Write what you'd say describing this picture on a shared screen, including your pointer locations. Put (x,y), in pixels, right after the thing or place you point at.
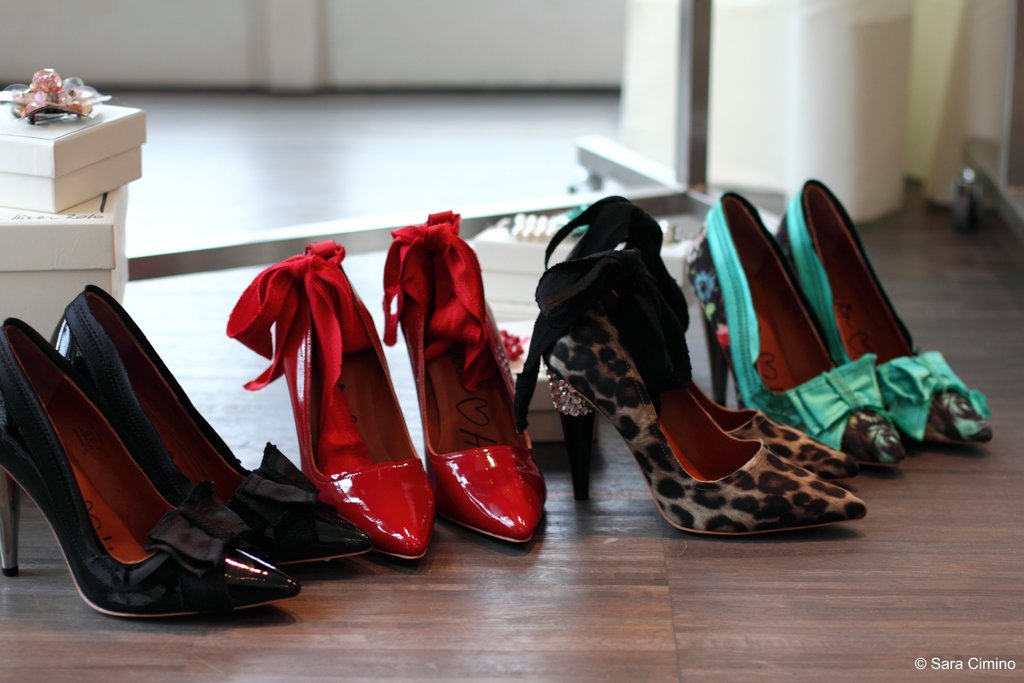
In this picture we can see boxes (131,166), different colors of sandals (441,300) and some objects (703,184) on a surface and in the background (335,44) we can see the wall (417,33).
